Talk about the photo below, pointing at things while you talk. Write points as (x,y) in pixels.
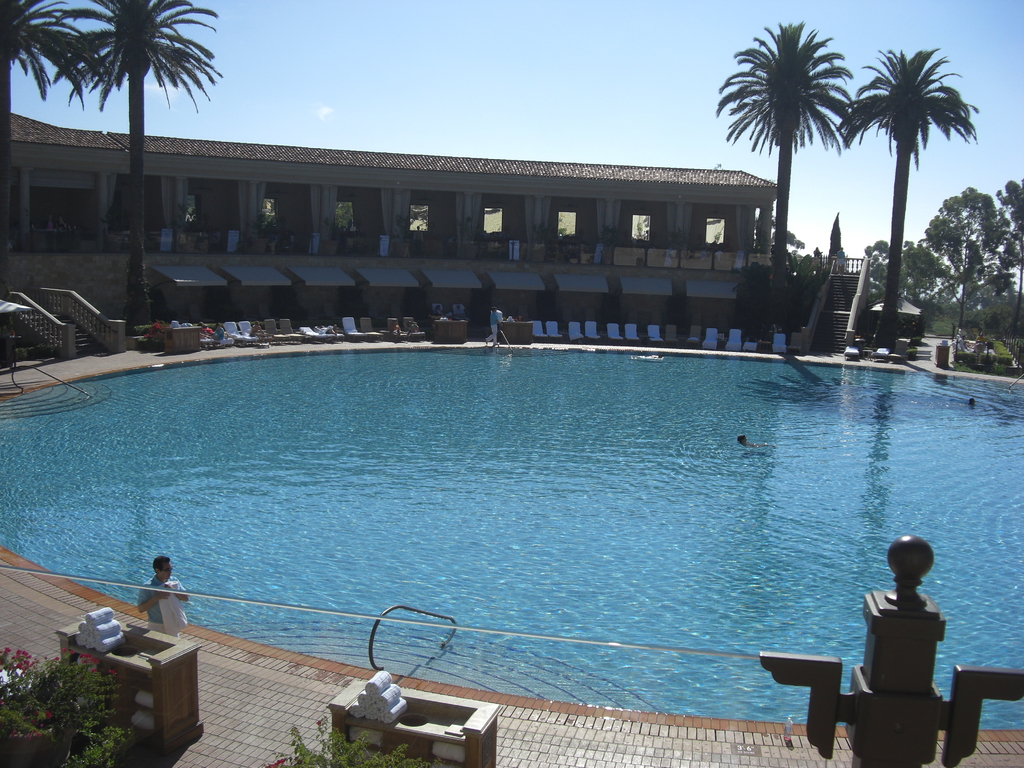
In this picture we can see the swimming pool (577,548) around some people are sitting on the chairs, background (97,250) there is a building (346,275) and trees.
